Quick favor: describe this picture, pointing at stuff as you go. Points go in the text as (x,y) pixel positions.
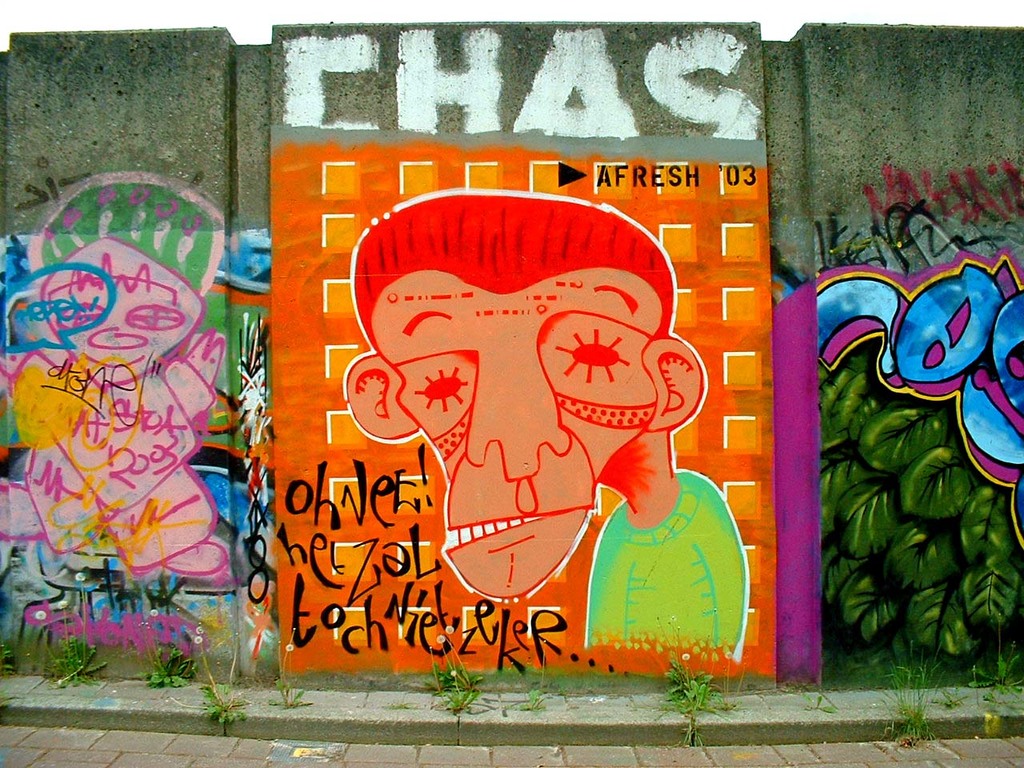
In this image we can see paintings (369,389) on the walls (369,389) and shrubs (167,686).
